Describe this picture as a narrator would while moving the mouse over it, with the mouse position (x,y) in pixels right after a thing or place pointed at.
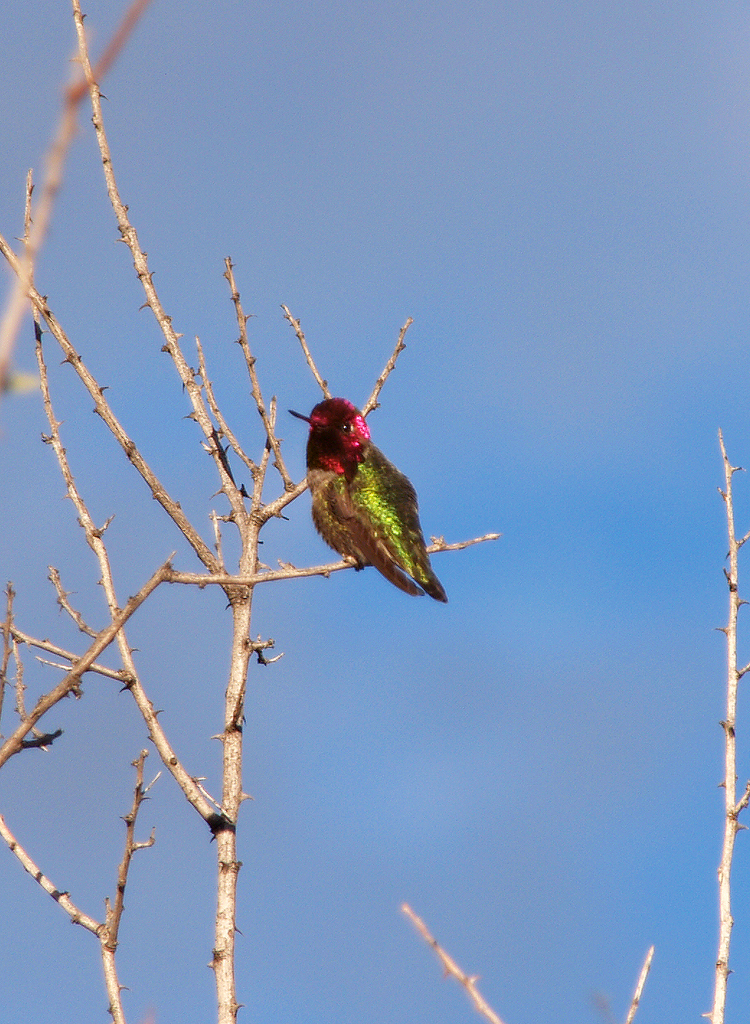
In this image we can see a bird (319,441) standing on the stems (215,517) of a plant (242,527). In the background (379,305) there is sky (406,268).
